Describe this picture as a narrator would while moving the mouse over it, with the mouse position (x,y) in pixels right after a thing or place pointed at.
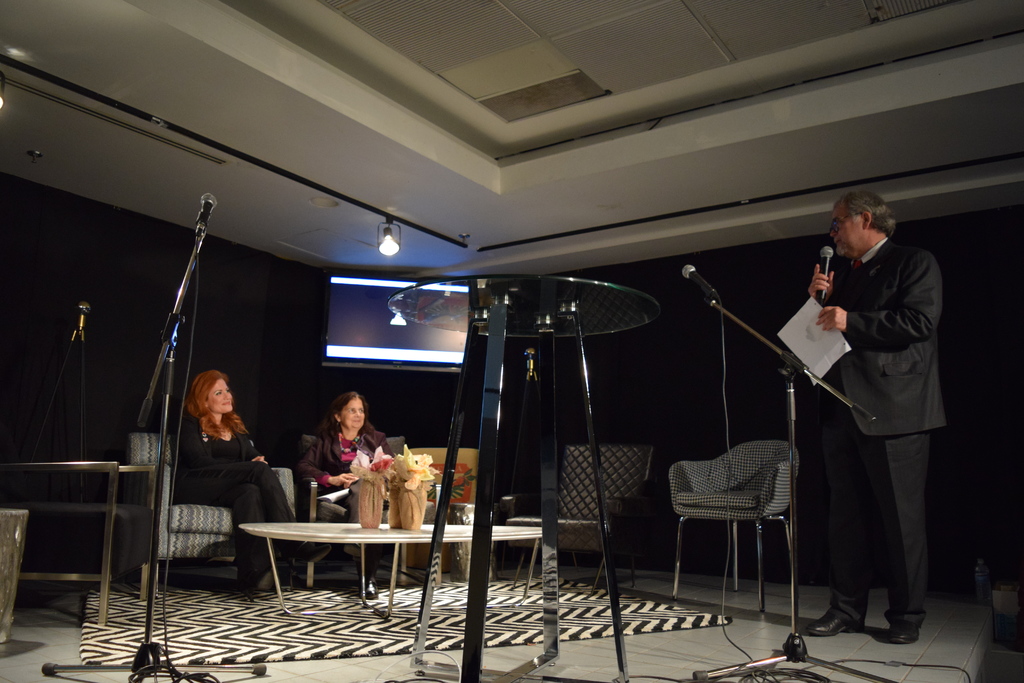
In this image we can see a person (835,324) holding a mic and paper (796,340). Also there are chairs (579,497). Two are sitting. There is a table (317,528) with some objects (375,472). There are mics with stands (141,420). Also there are other tables (490,367). In the back (366,333) there is a screen (369,330). On the ceiling (380,220) there is light (387,245). On the floor (281,670) there is a carpet (294,632).
